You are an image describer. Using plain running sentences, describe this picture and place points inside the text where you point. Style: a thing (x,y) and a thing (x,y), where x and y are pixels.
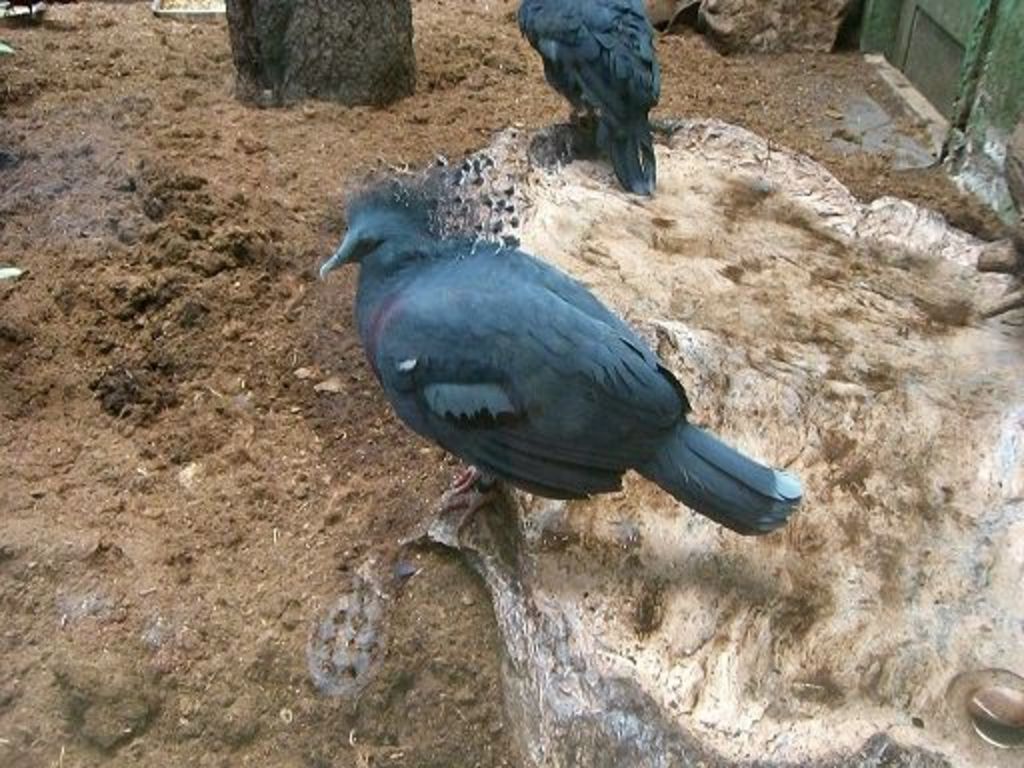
In this image we can see the ground (90,232) with the mud (71,341) and there are two pigeons (542,260) standing. On the right side (972,125), we can see the green color wall (942,70). On the top side (794,19), we can see stone (777,24) and left side (323,38) we can see tree branch (336,40) and on the right side (855,668), we can see the white color flooring (726,421).
